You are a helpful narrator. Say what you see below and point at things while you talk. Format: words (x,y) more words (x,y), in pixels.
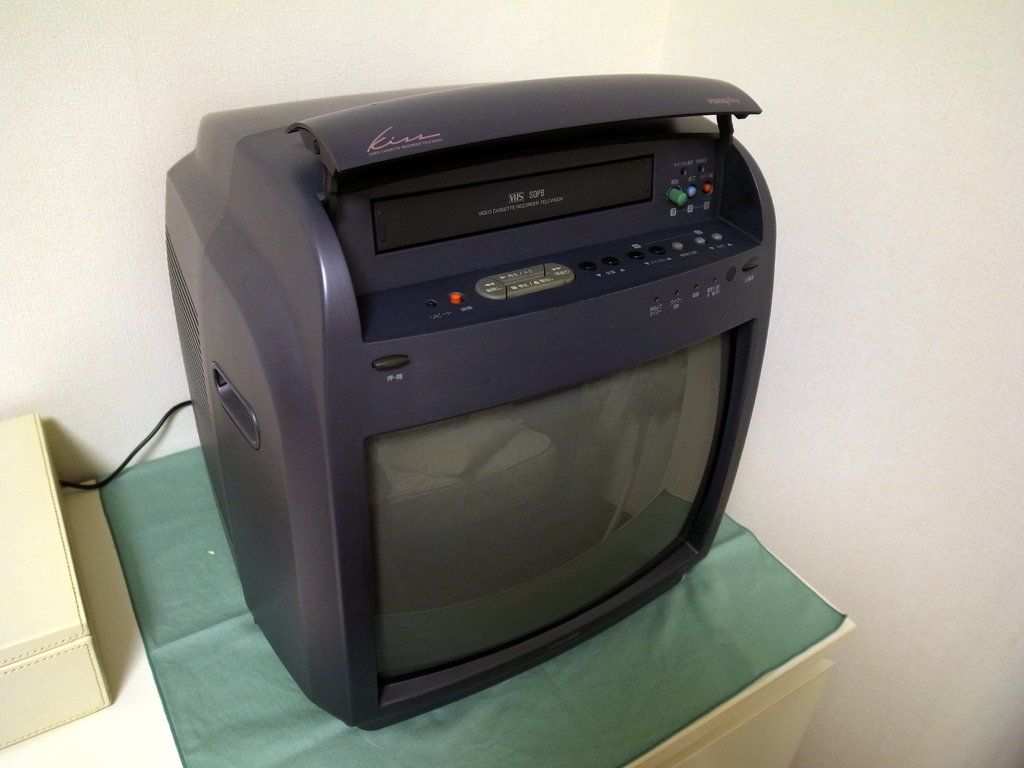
In this picture we can see a Television (472,229) on a green cloth (262,690). We can see this Television (361,386) is on a white desk (95,759). There are reflections (451,473) of a few objects (602,496) on this Television (349,451). A white object (3,506) is visible on the left side (24,470).
